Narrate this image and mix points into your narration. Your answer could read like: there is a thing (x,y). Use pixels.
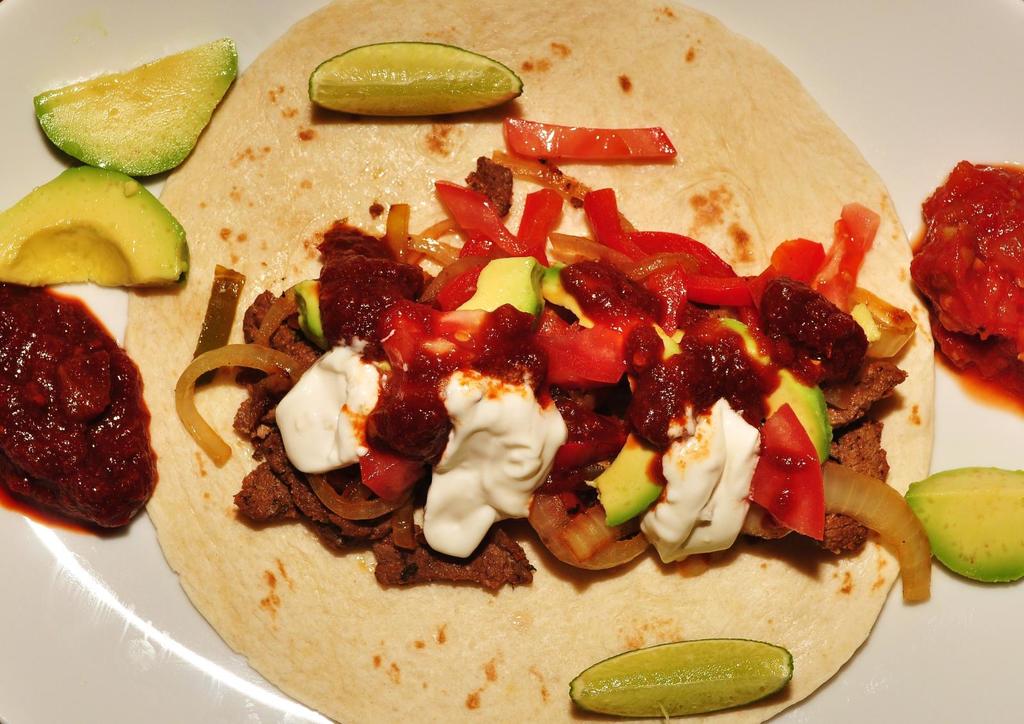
In this image we can see some food items (622,86) placed in a plate (106,292) in that there are tomatoes (391,335), onions (182,384).
